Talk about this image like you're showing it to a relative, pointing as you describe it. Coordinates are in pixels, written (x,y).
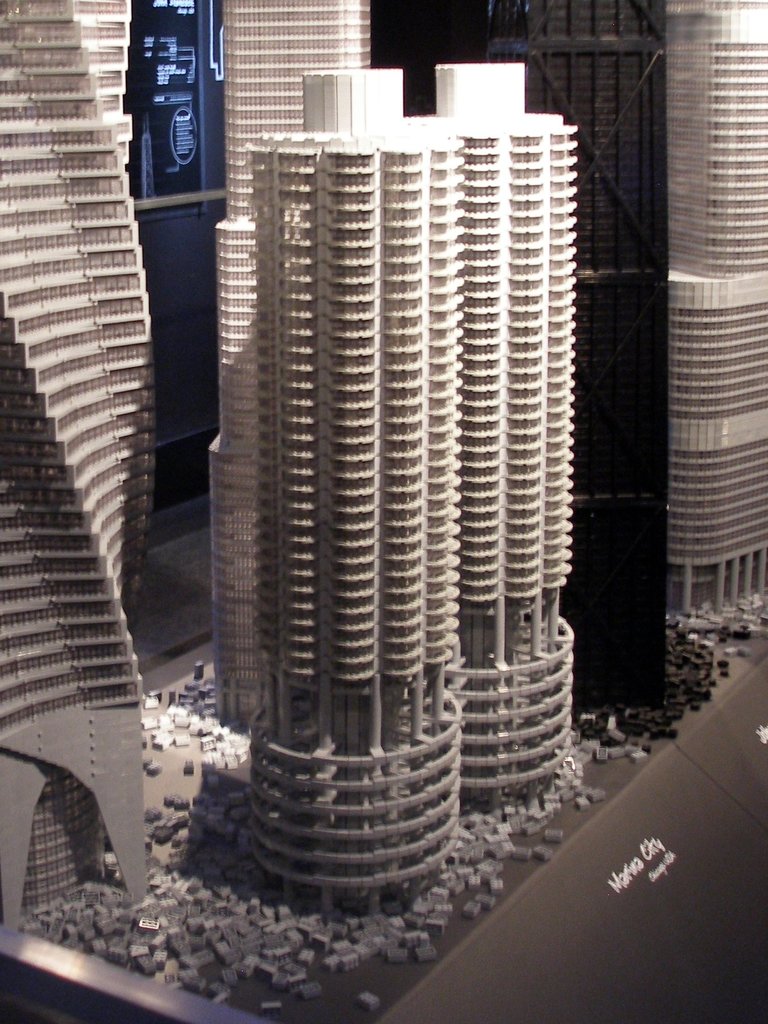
In this image there are some models (293,496) of a buildings (297,546) as we can see in middle of this image (418,493) and there is some text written in the bottom right corner of this image (671,857).
